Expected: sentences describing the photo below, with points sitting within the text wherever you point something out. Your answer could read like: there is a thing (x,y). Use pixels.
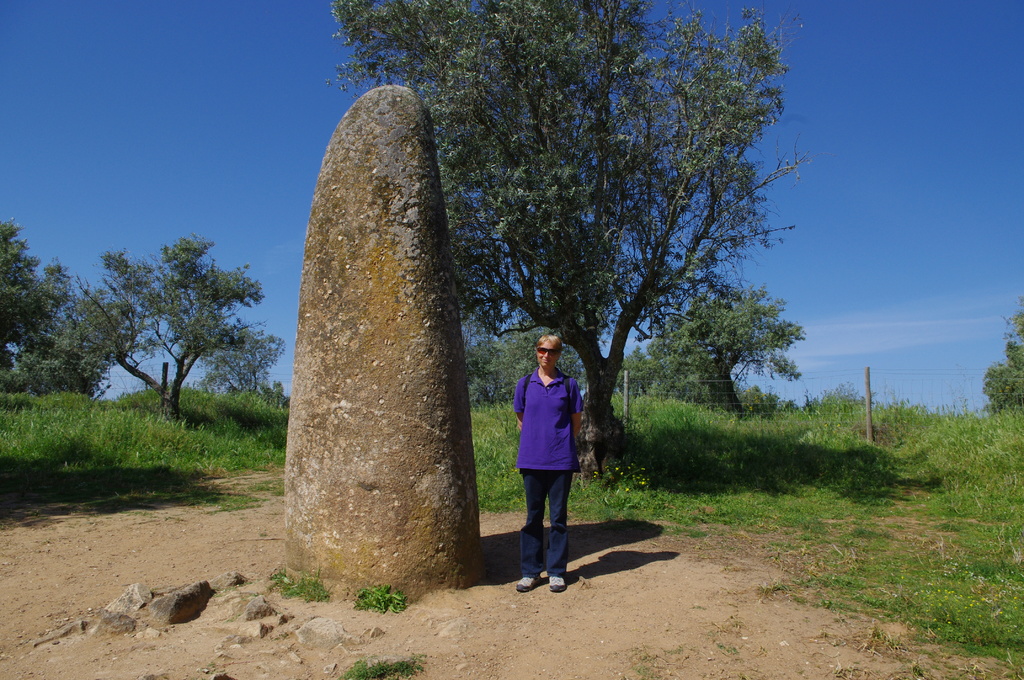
In this is picture I can see there is a woman (536,451) standing she is wearing a purple shirt (537,459) and there is a rock (423,481) beside her. There are trees (0,331) and the sky (232,30) is clear.
